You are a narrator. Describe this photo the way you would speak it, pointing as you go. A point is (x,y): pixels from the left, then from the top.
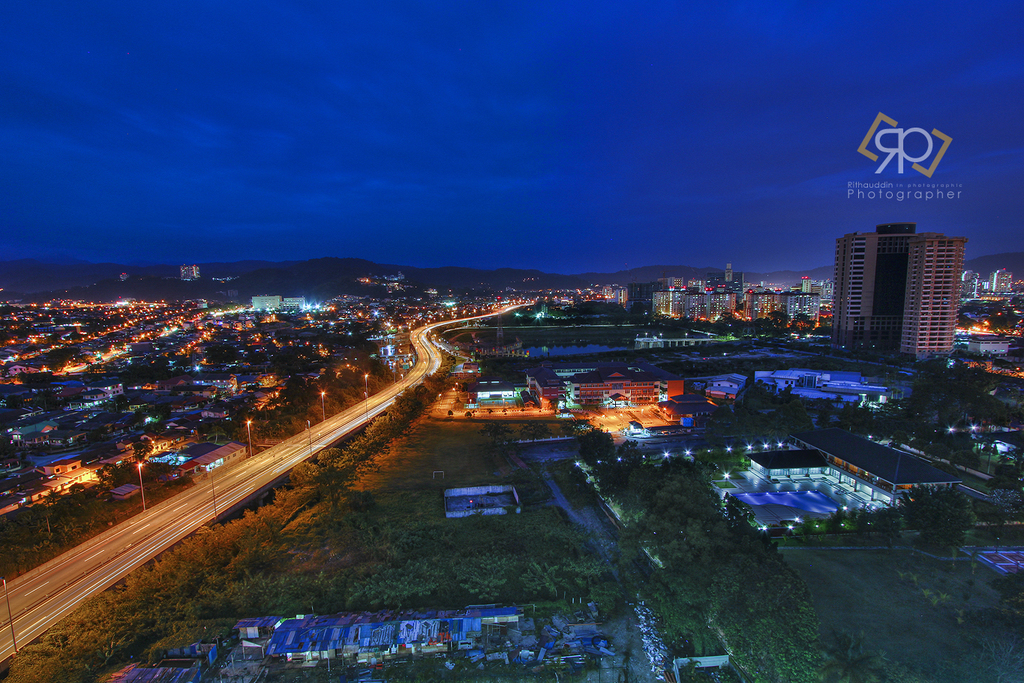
This image is taken in the nighttime. In this image there is a road (427,340) in the middle (345,432) and there are so many buildings (201,335) on either side of the road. On the right side (868,292) there is a tall building (899,289). There are lights (212,315) all over the place.
